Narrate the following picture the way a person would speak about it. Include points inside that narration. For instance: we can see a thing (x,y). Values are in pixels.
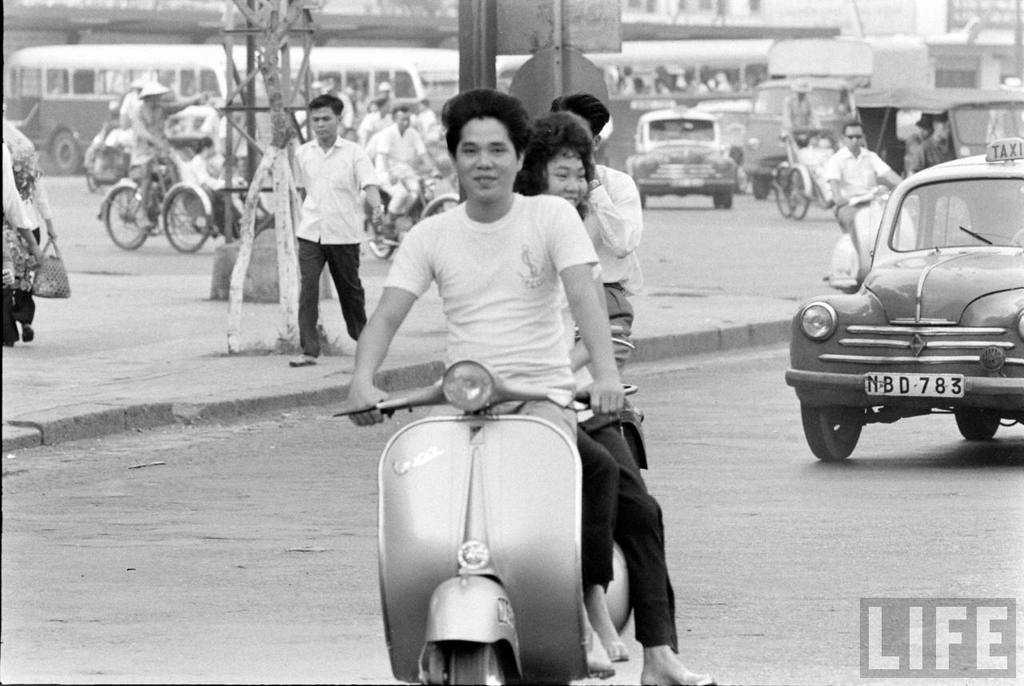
I see this is a black and white image and I see few vehicles (767,174) on the road (154,645) and I see people (418,193) on the vehicles (779,126) and I see few people (12,196) on the footpath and I see a man (458,145) and a woman (566,129) on this scooter (474,370) and I see alphabets (887,385) and numbers (944,380) written on this plate (916,391) and I see the poles (287,112) in the background (556,51).
